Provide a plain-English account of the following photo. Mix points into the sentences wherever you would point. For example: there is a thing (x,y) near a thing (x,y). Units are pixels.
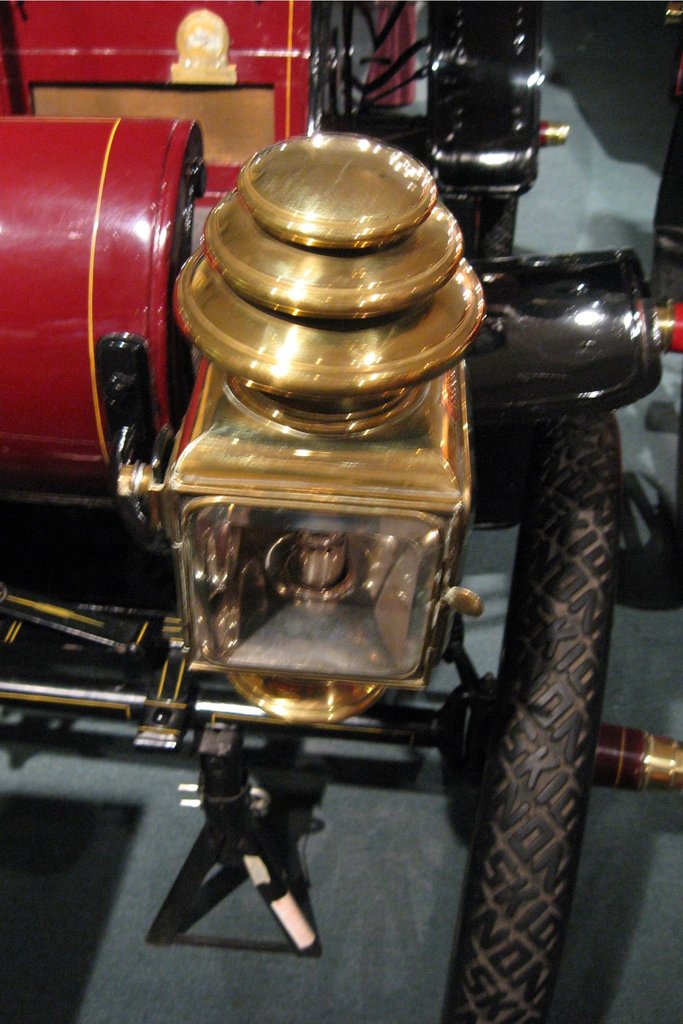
In this image, we can see a vehicle (655,349).
